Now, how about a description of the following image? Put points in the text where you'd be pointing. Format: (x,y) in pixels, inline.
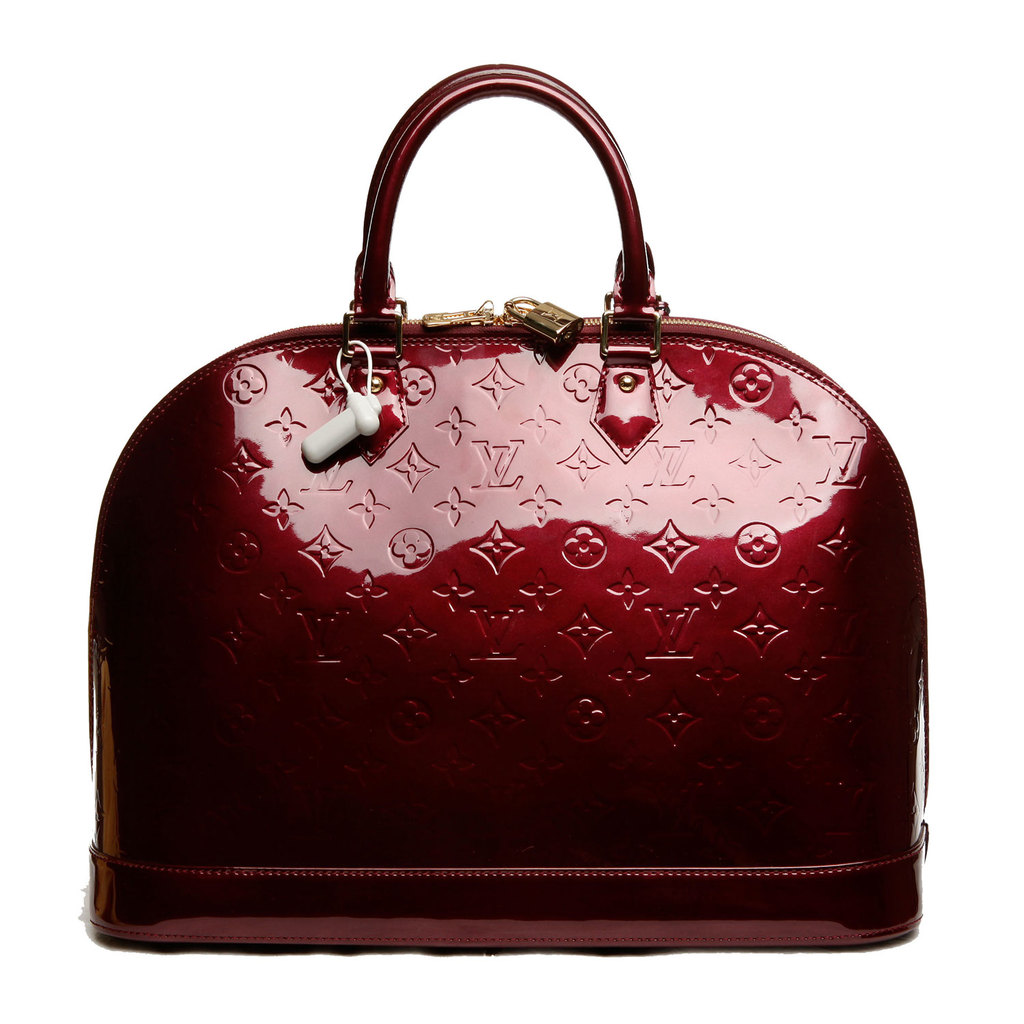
This image consists of a bag (527,662) which is in dark red color. This bag (758,671) has a handle (412,111) and zips (328,333). There is a tag (346,383) to that bag (303,417).
